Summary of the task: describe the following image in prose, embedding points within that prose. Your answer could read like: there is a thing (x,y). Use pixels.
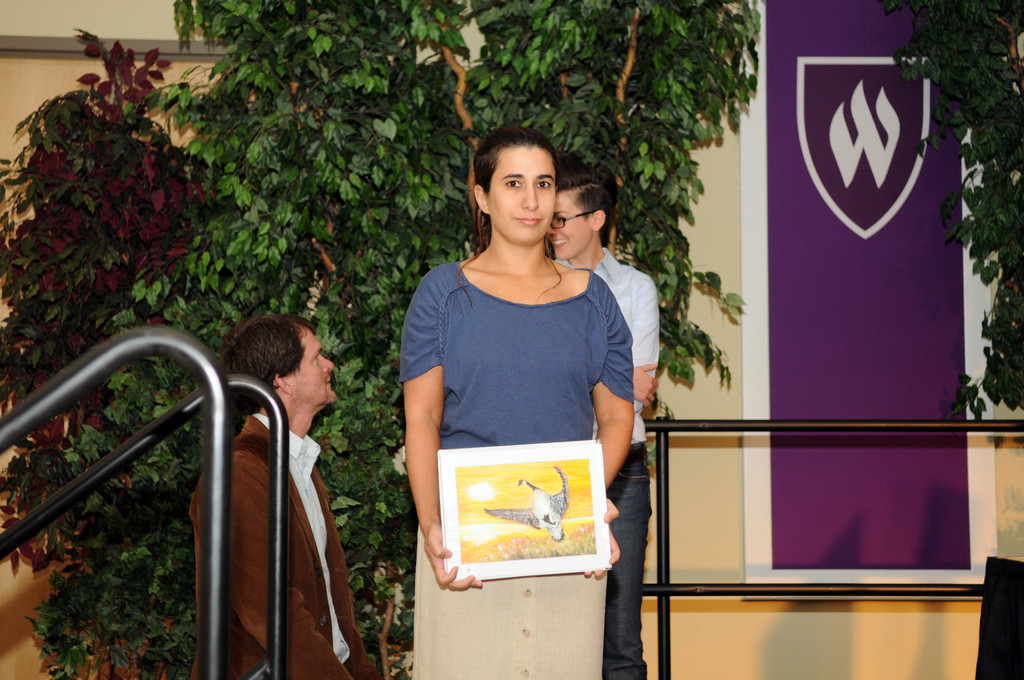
In this picture there is a woman (530,639) who is wearing t-shirt (493,406) and skirt (535,644). She is holding a picture (568,561). On the picture (563,532) I can see the bird (560,515) which is flying above the farmland (571,550) and sun (486,486). Behind her there is another woman (642,327) who is wearing spectacle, shirt (639,328) and jeans (647,670). She is smiling. On the left (319,648) there is a man (297,356) who is wearing jacket (309,656), shirt (338,595) and trouser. He is standing near to the plants (349,282). On the right (807,491) there is a banner (773,360) near to the wall (1022,456) and black fencing (932,426).
